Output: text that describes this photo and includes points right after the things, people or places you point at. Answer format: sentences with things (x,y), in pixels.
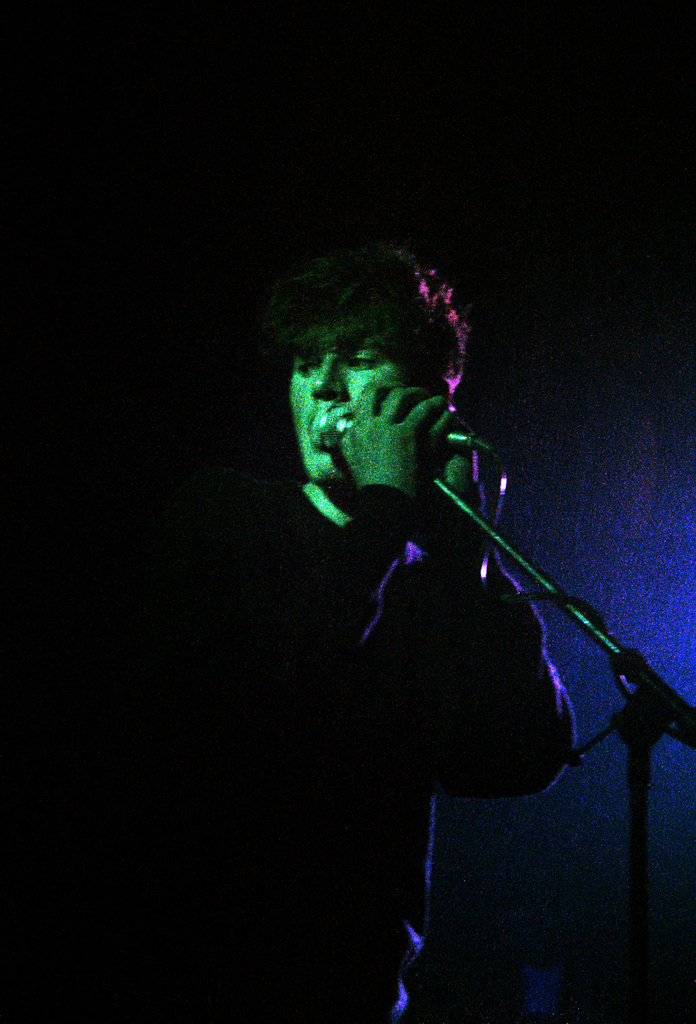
This is an image clicked in the dark. Here I can see a person (327,858) standing and holding a mike stand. The background (536,150) is in black color.
